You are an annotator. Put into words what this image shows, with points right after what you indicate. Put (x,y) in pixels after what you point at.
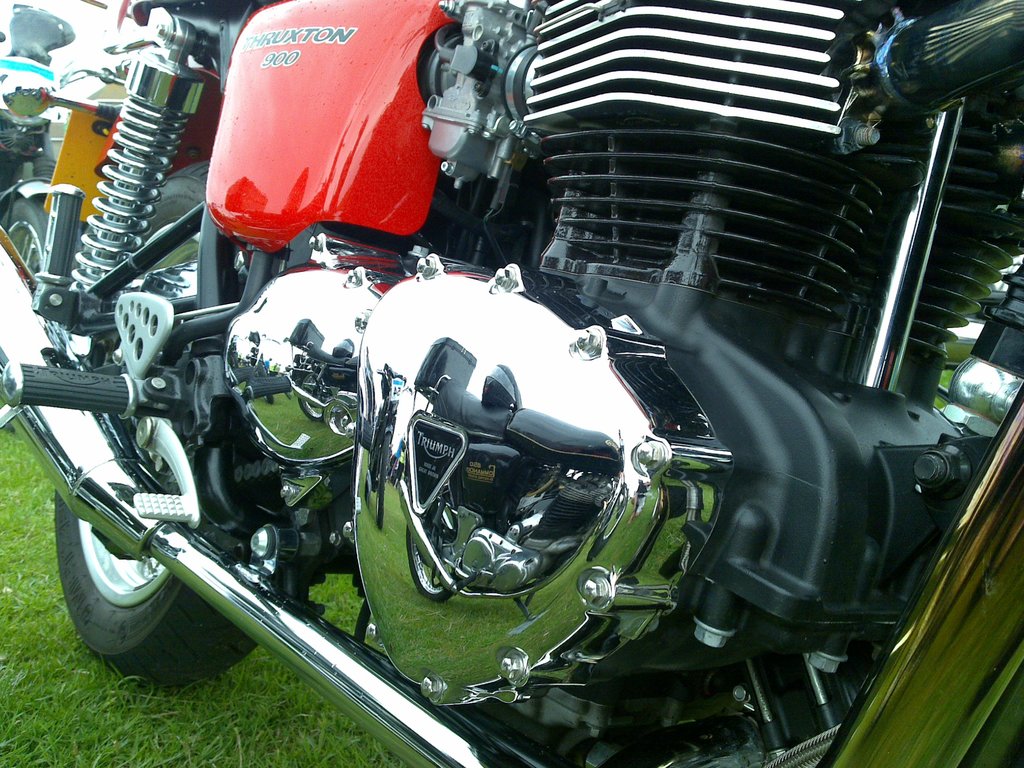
There is a bike (948,39) in the center of the image (493,412) on the grassland (12,523), it seems like another bike (27,169) on the left side (21,243).
